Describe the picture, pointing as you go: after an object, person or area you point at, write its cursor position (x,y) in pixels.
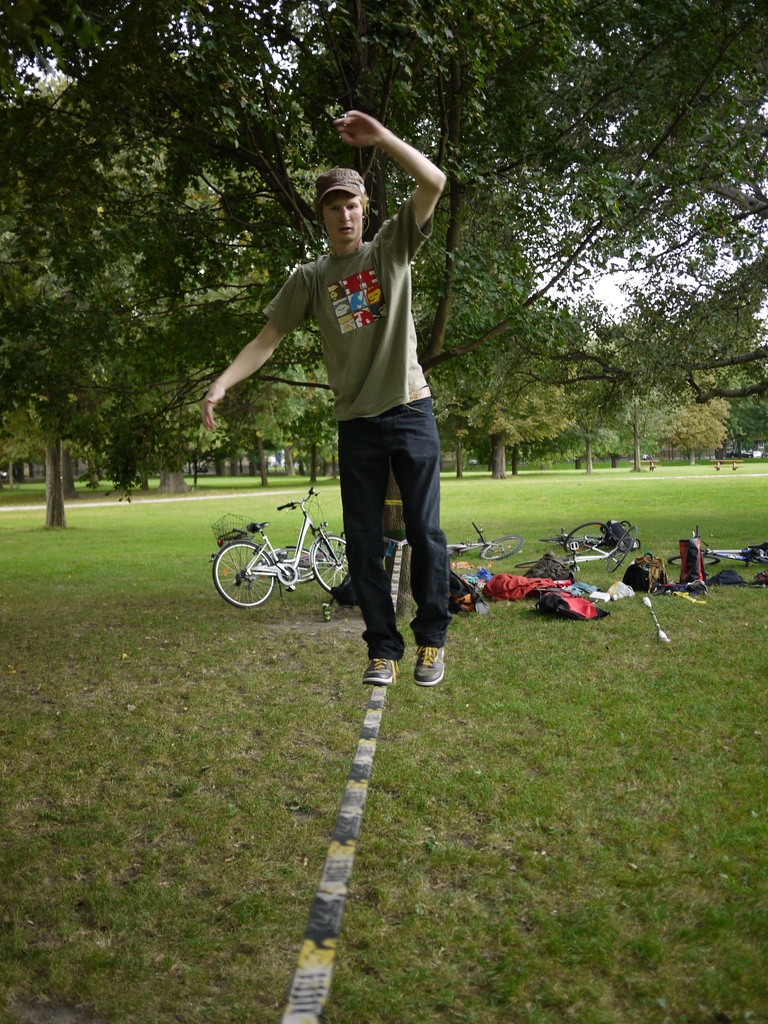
In the middle of the image (428,500) a man (391,669) is walking on a rope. Behind him there are some trees (72,53) and bicycles (234,541) and bags (631,570). Bottom of the image (52,684) there is grass (31,699).
